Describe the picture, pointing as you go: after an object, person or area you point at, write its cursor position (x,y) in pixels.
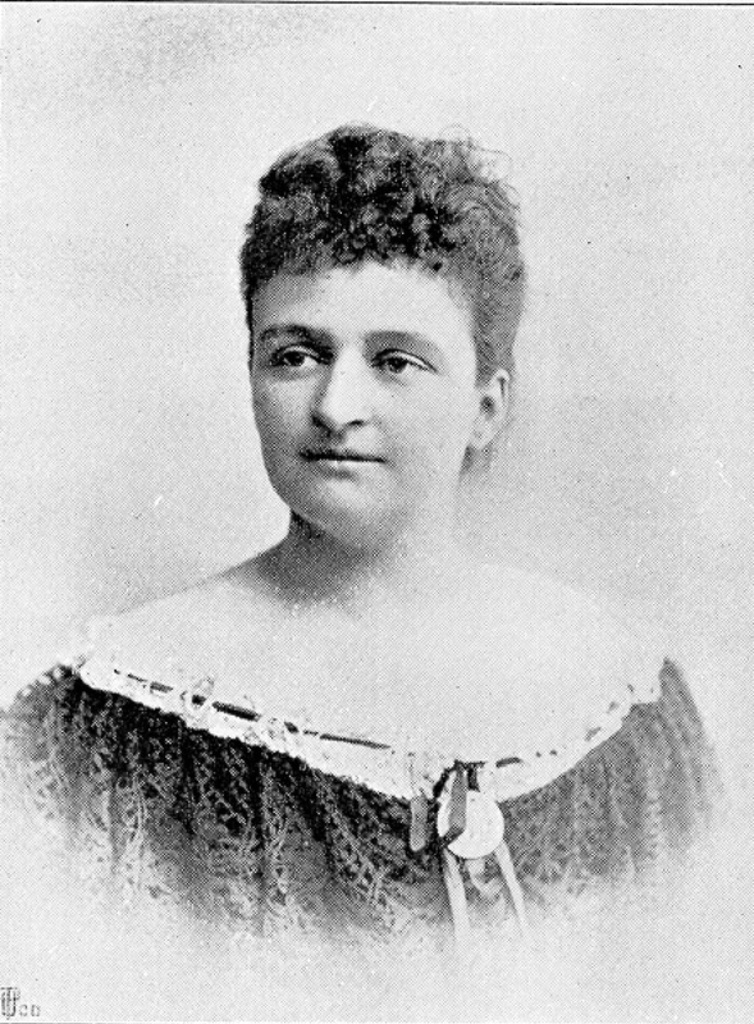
This is a black and white picture. In this there is a lady (308,475).
